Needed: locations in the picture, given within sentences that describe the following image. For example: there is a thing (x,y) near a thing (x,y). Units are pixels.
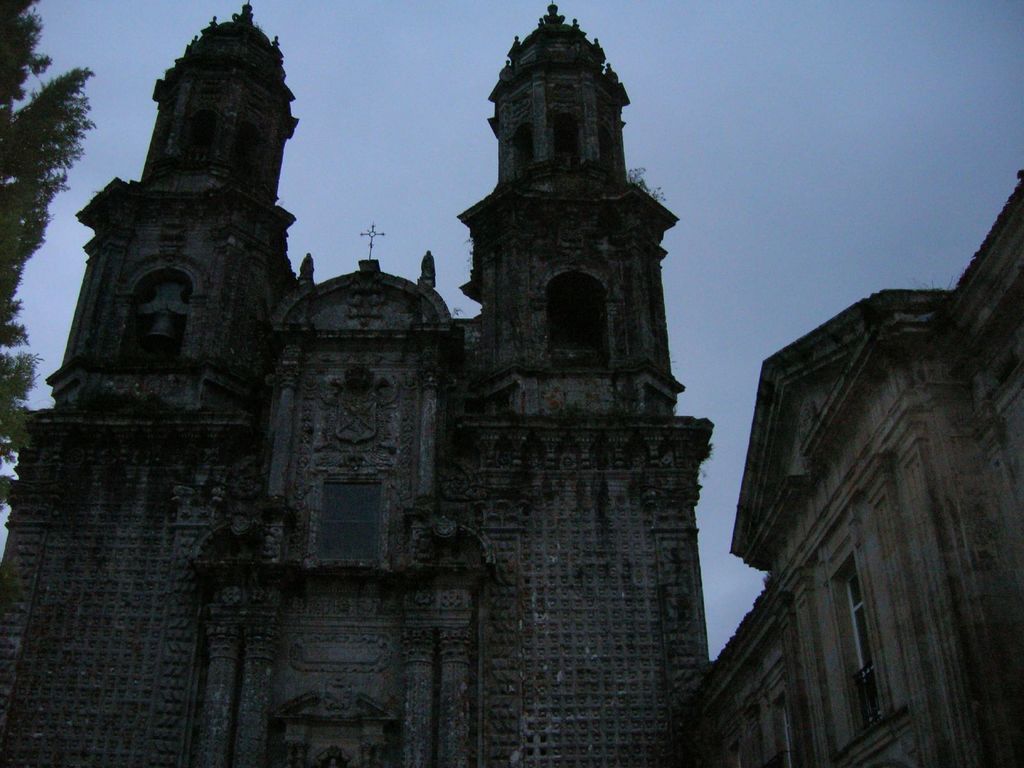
In this picture we can see an old architecture building (462,584) and on the left side of the building (284,504) there are trees (11,274) and behind the building (115,609) there is a sky (107,71).
